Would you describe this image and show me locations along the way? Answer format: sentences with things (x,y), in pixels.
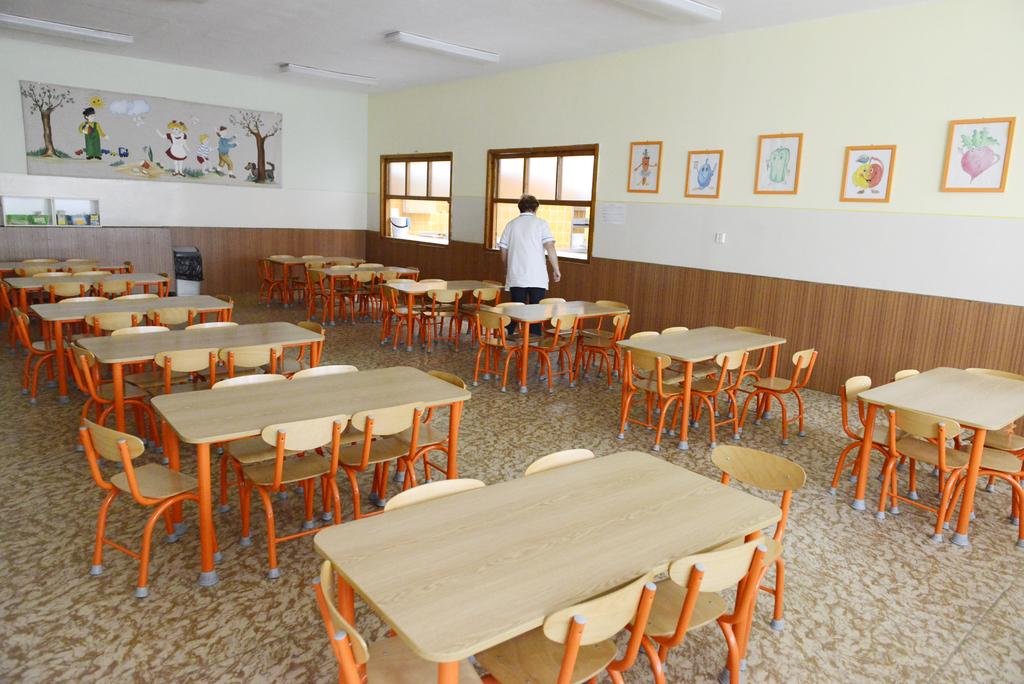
In this picture I can see the chairs (276,349) and dining tables (62,383). In the background (532,252) a man (541,332) is standing and there are windows (573,258). I can see the photo frames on the walls (829,166).
